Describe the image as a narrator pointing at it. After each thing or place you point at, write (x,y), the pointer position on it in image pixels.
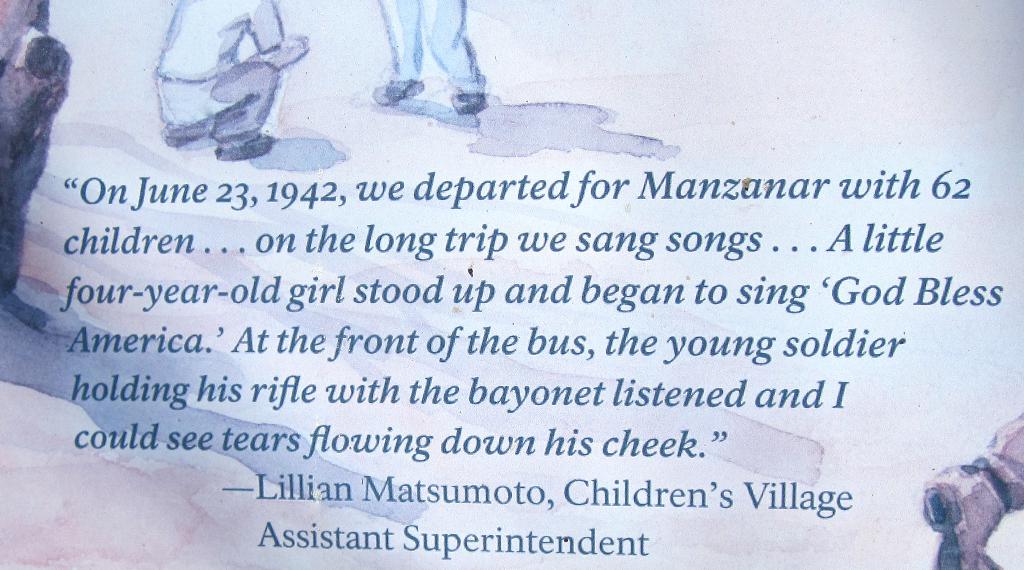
In the image there is some quotation (380,434) mentioned on a surface (966,230) and around that quotation (702,497) there are paintings (570,122) of some people (943,510).
